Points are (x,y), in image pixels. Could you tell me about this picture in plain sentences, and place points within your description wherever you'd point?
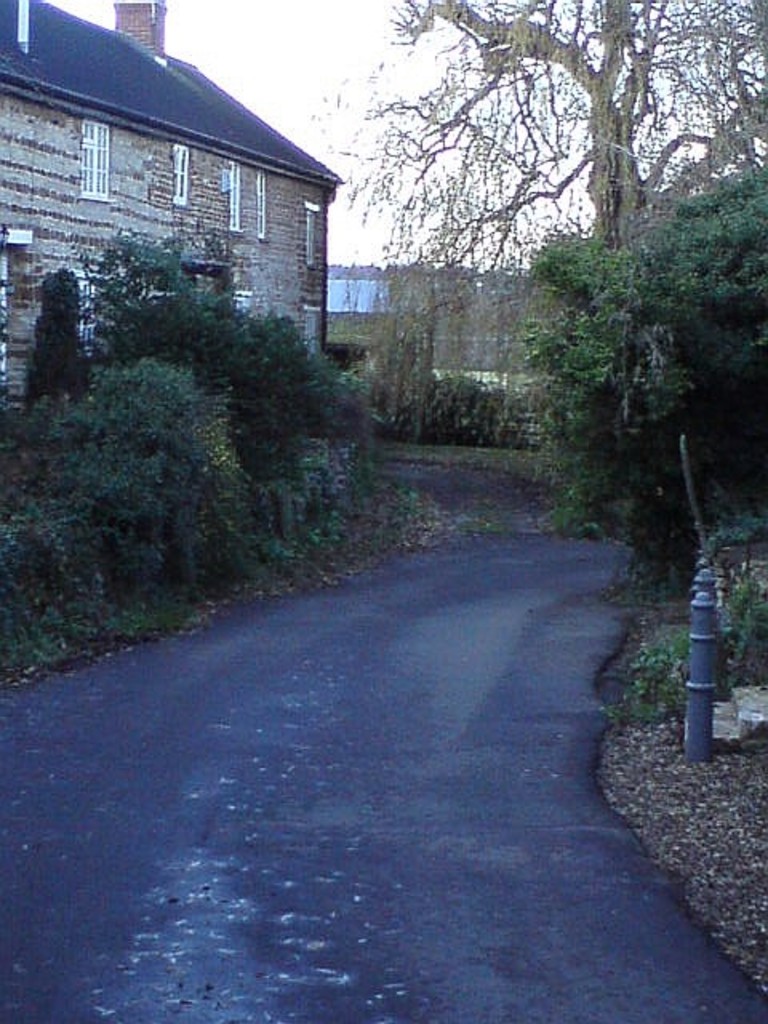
In the picture we can see some house building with some windows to it and just beside it, we can see some plants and a road (462,649) and in the opposite direction we can see some plants (743,522) and in the background (359,14) we can see a sky (359,14).
